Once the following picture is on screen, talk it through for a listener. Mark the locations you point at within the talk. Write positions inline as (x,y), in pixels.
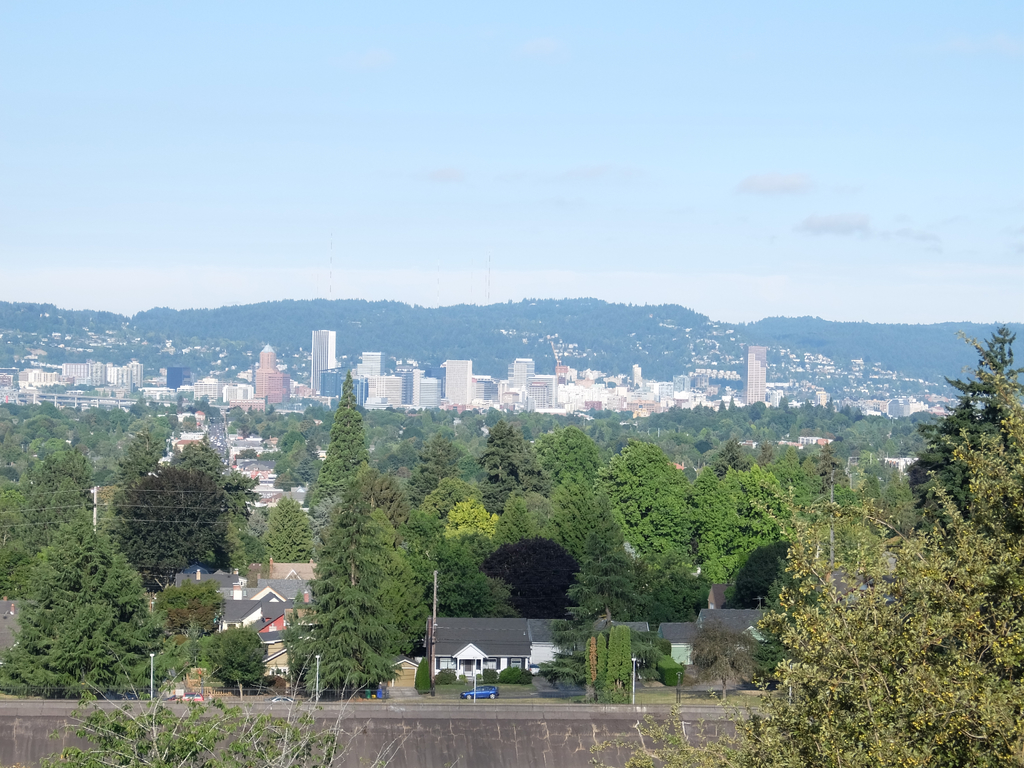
This picture is clicked outside the city (791,371). In the foreground (991,609) we can see the trees (318,569), plants (253,736) and vehicle (488,688) seems to be parked on the ground (509,701) and we can see the buildings (543,656). In the background (798,378) there is a sky (493,226), skyscrapers (755,372), buildings (549,390) and trees (348,326).
